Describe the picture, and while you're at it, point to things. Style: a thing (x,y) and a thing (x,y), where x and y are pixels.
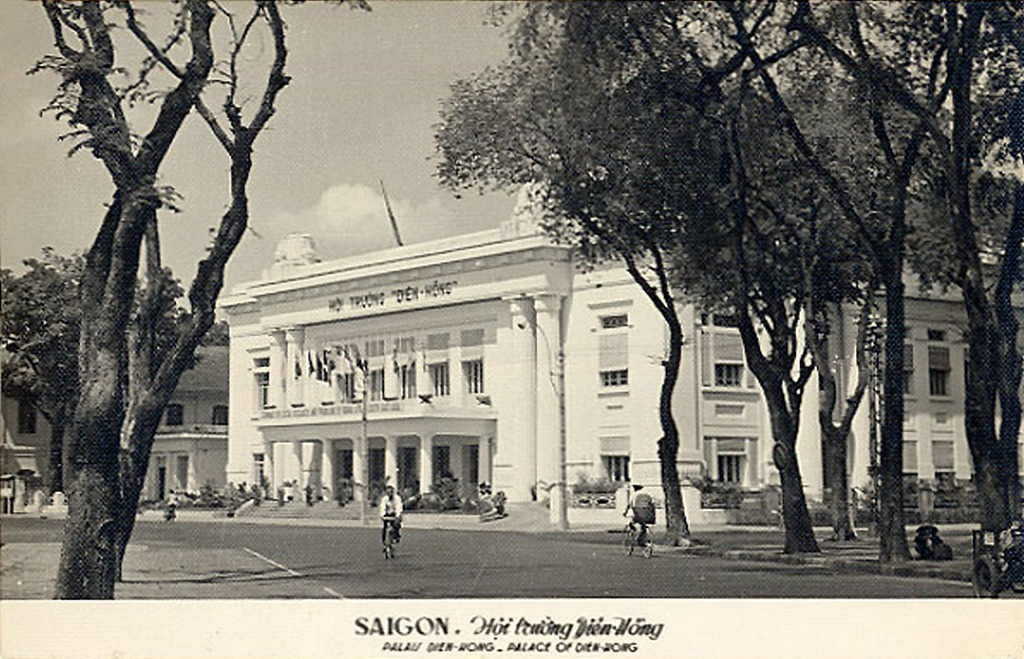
In this image I can see a road (410,575) in the centre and both side of it I can see number of trees (110,591). I can also see few people (173,491) are sitting on their bicycles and in the background (425,431) I can see few buildings (298,357), clouds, the sky (410,189) and on one building (382,280) I can see something is written. I can also see this image is black and white in colour. I can see a watermark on the bottom side of this image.
